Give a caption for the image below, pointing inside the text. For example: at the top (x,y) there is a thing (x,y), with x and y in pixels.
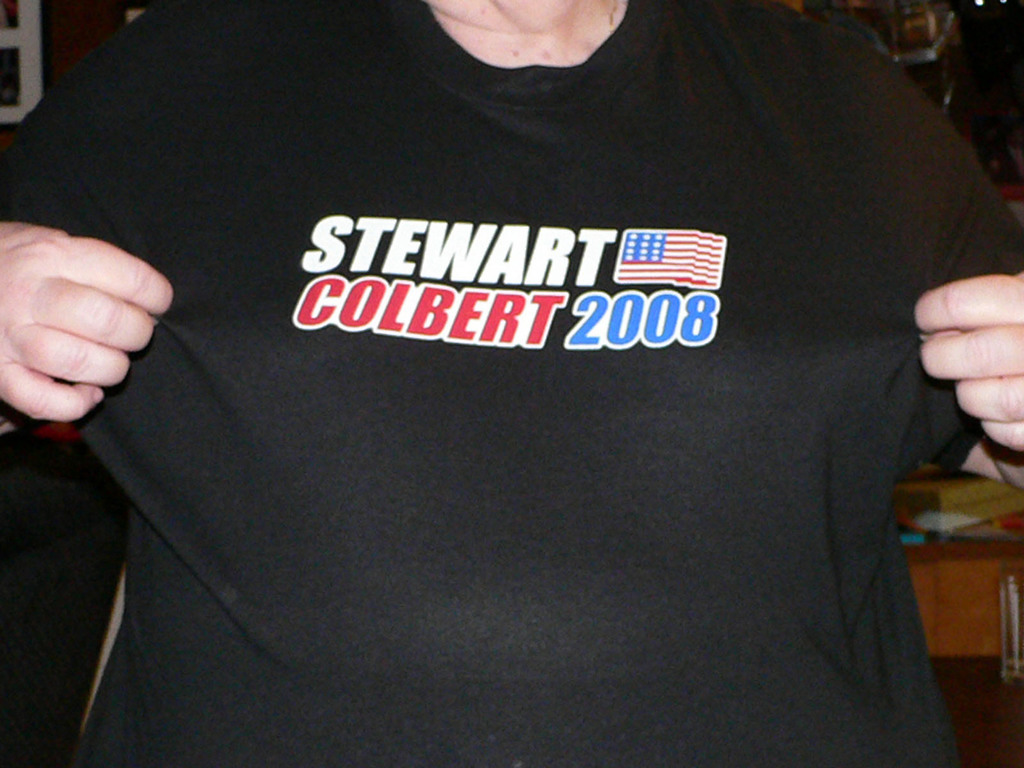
In this image we can see a person (660,298) wearing a black shirt (240,644). In the background (994,616) there is a table (976,614) and we can see things (980,486) placed on the table (988,562).
